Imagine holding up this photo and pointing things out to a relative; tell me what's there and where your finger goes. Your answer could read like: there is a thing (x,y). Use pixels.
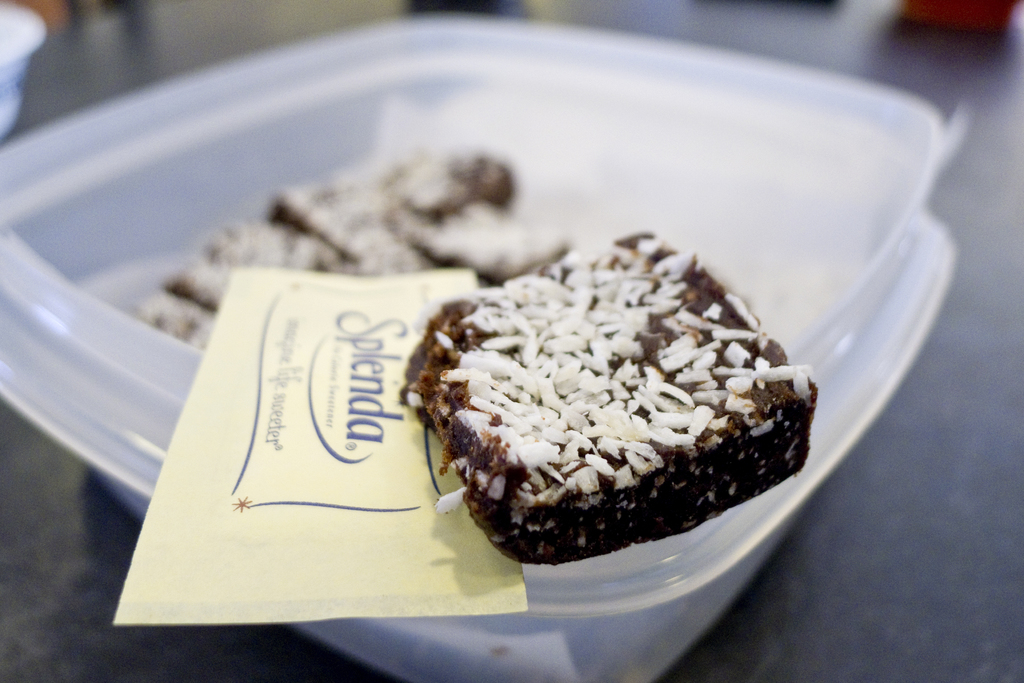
In this image we can see a white color box (276,137), in the box (791,327) some sweet (785,423) is present and one card (279,460) is there with some text (328,397) written on it.
